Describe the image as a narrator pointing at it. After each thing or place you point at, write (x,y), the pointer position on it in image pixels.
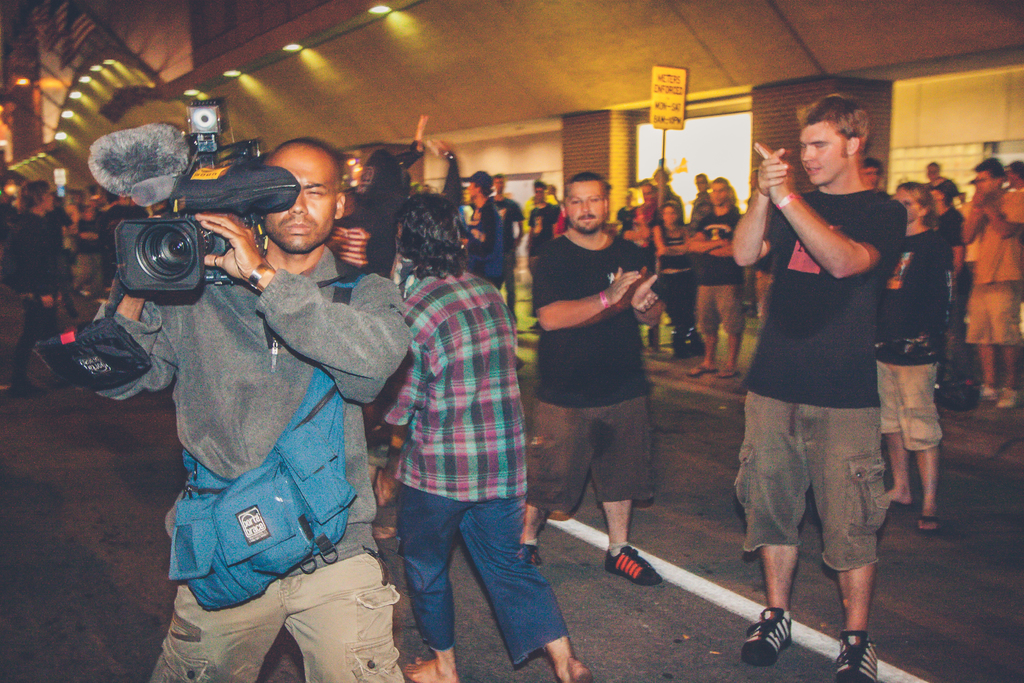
In this image we can see people (382,299), camera (245,196), bag (320,444) and other objects (73,379). In the background of the image (928,261) there are some persons (1013,281), name boards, lights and other objects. At the bottom of the image (651,670) there is the floor (640,655). At the top of the image (479,76) there is the ceiling (373,53) with lights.
